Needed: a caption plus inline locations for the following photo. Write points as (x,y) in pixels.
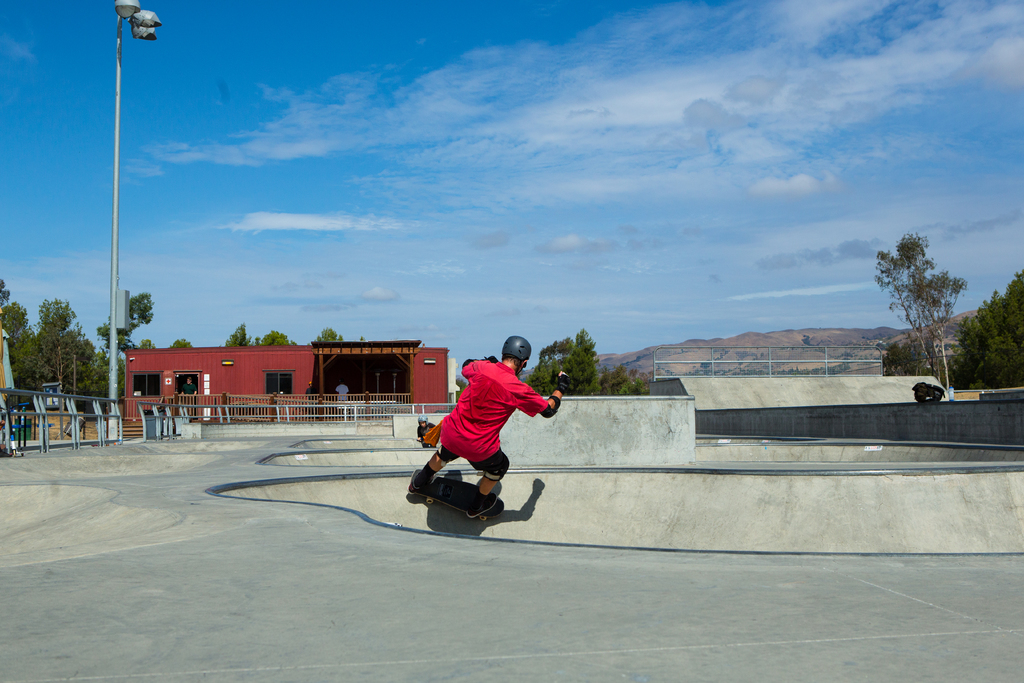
In this image I can see a person (494,497) doing skating on the skateboard (431,489), at the back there is a fence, trees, building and mountains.
